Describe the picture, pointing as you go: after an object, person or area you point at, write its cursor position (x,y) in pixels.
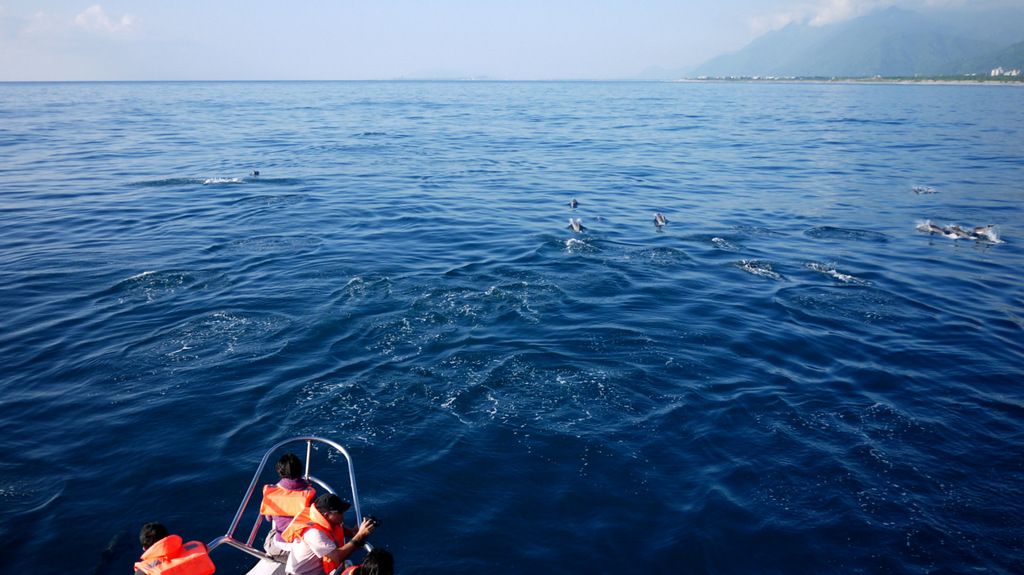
This picture is clicked outside the city. In the foreground (311,506) we can see the group of people (329,506) and we can see a boat (245,507). In the center (586,308) we can see the dolphins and the ripples (495,321) in the water body (459,149). In the background (393,37) we can see the sky (637,29), hills (852,44) and some other items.
